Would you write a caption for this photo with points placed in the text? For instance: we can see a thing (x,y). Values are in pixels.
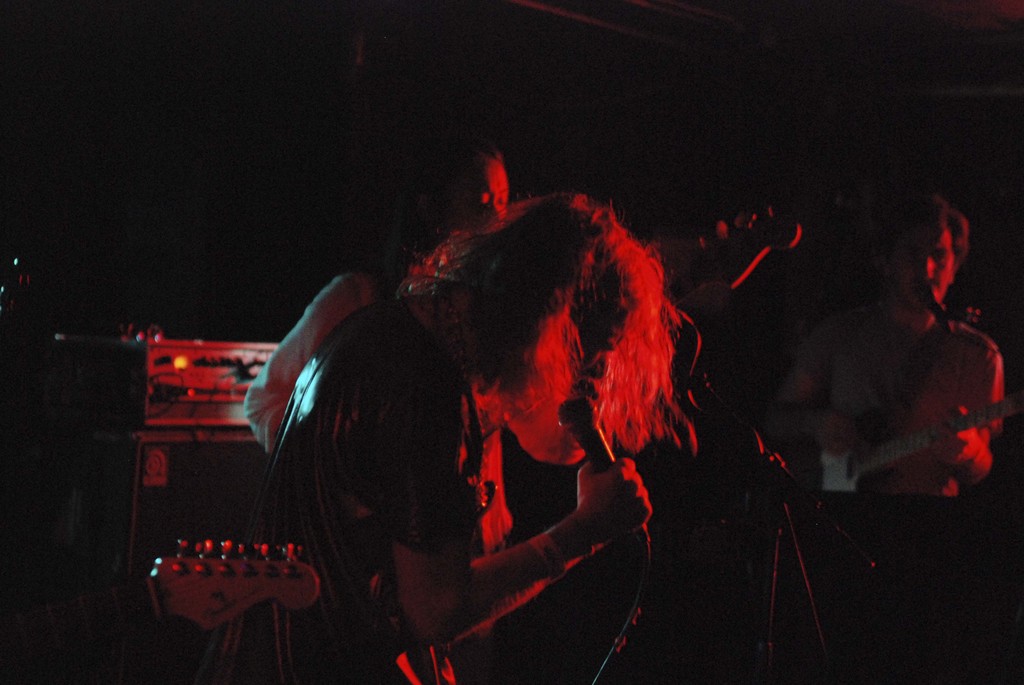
In this picture we can see a person (464,363) holding a microphone (577,424) in the hand (610,497). We can see a man (945,416) holding a guitar (839,466) visible in front of a microphone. There is a person (494,187) and other objects (218,349). We can see the dark view (453,109) in the background (523,80).
